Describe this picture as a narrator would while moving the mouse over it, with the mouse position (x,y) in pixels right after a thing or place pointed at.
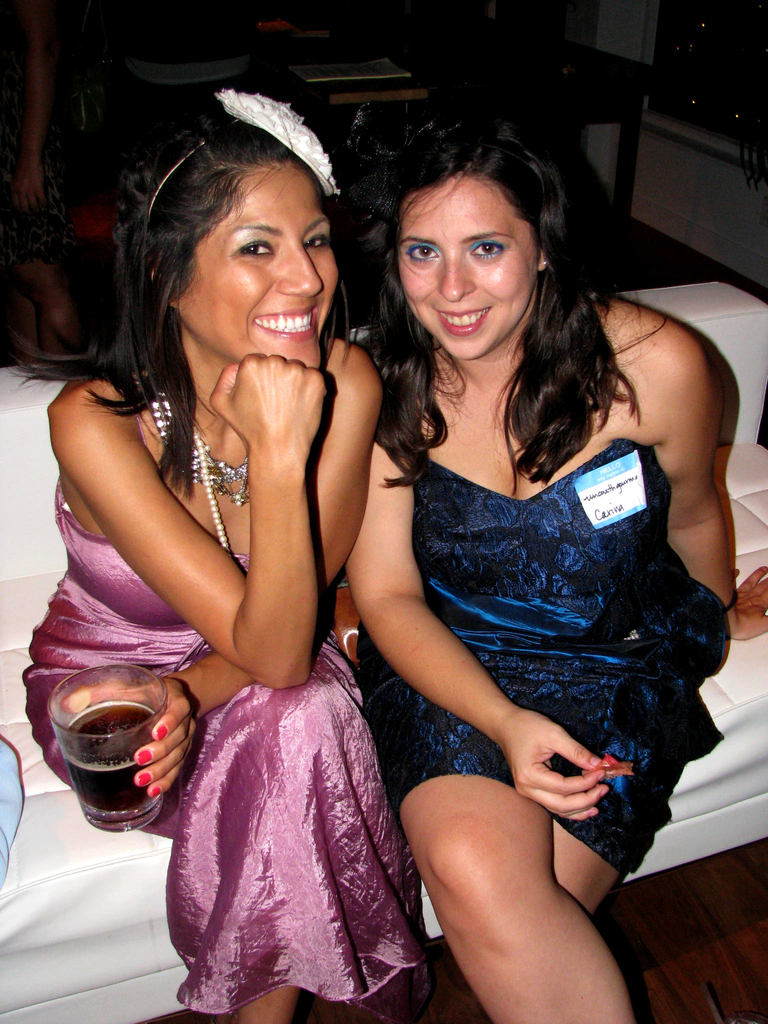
In the center of the image (352,594), we can see ladies (357,604) sitting on the sofa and one of them is holding a glass (128,744) with liquid (113,747). In the background (310,95), we can see a table (516,83).
